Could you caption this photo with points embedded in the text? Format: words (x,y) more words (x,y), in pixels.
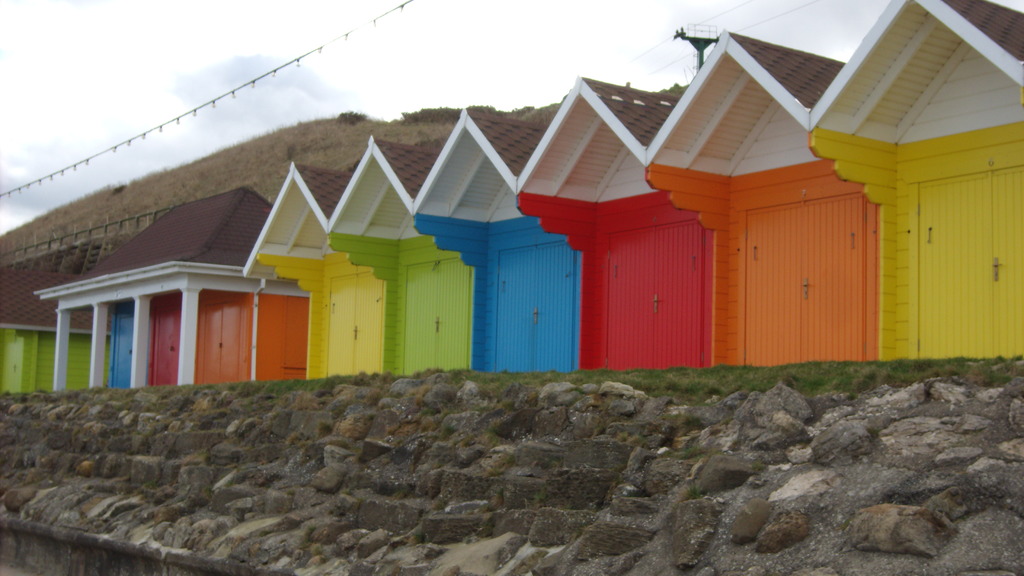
In this image I can see few houses (435,280) and they are in different color. In front (355,481) I can see few stone (471,419) and green color grass (716,384). I can see a current pole (693,39) and wires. The sky (402,67) is in white and blue color.
